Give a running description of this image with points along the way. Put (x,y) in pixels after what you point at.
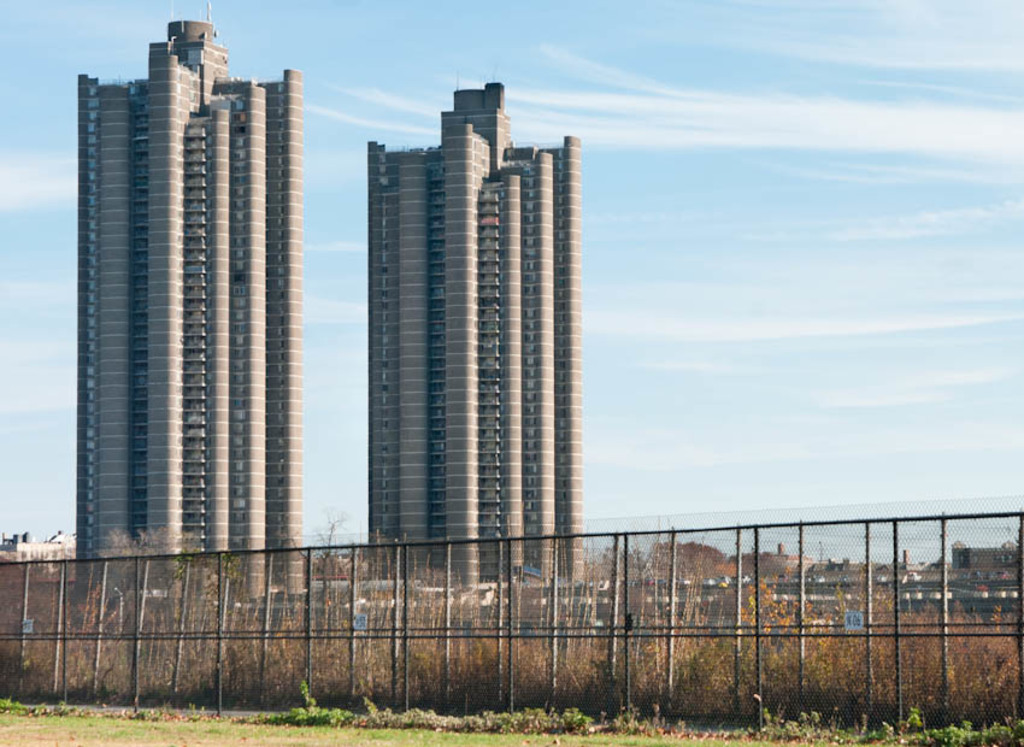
In this image I can see few buildings (490,205), fencing (535,596), dry grass (917,690) and the sky (799,213) is in blue and white.
